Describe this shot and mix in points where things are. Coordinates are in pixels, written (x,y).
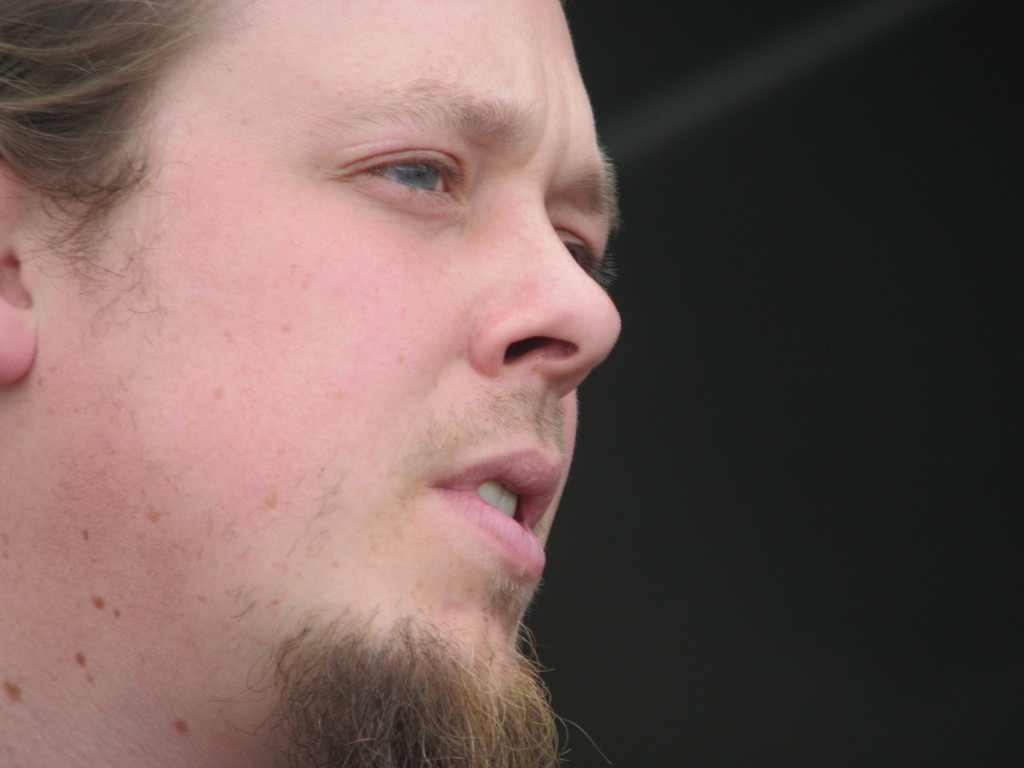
In this picture there is a person (396,326) having french beard (361,669).
